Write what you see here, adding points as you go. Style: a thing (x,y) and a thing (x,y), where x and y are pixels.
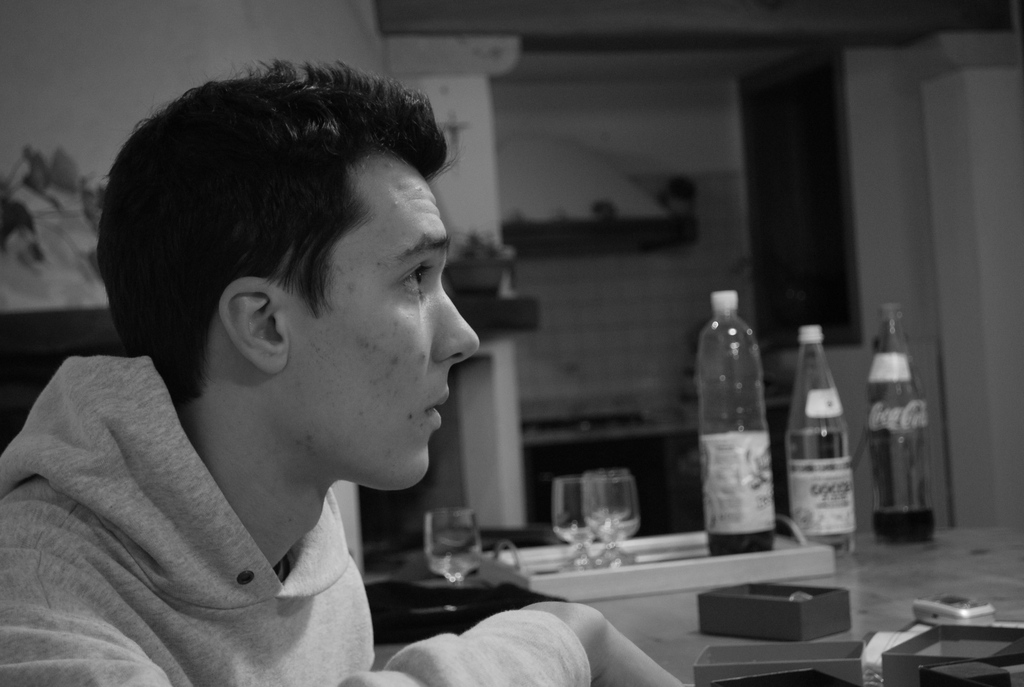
This is a black and white image, where we can see a man (217,555) on the left side (183,550). In the background (648,554), there is a table (849,578), tray (637,578) with glasses (595,531), bottles (840,478), few objects (839,598) and a mobile (960,600) on the table (933,556) and we can also see a wall (340,41) and plants (67,180).
